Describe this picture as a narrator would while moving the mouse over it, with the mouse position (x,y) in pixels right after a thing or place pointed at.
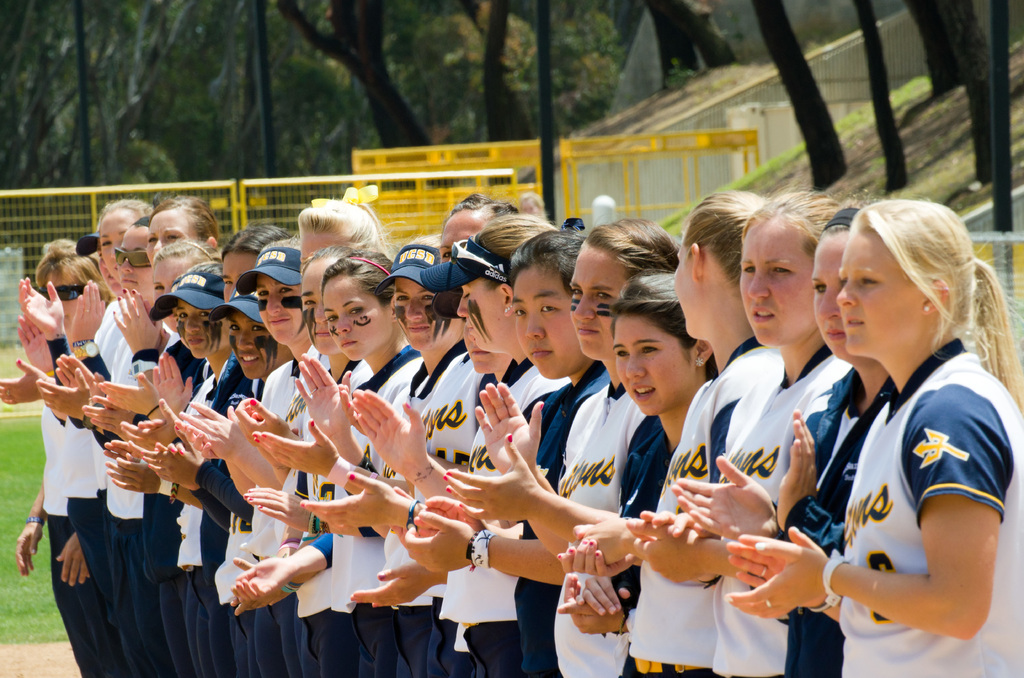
In this picture I can see the group of women (664,354) who are wearing the same dress (778,481) and they are clapping. In the back (635,184) I can see the yellow color fencing (491,183) and gate (567,183). In the background (618,23) I can see many trees (350,80). On the left (13,437) I can see the green grass (14,450).
